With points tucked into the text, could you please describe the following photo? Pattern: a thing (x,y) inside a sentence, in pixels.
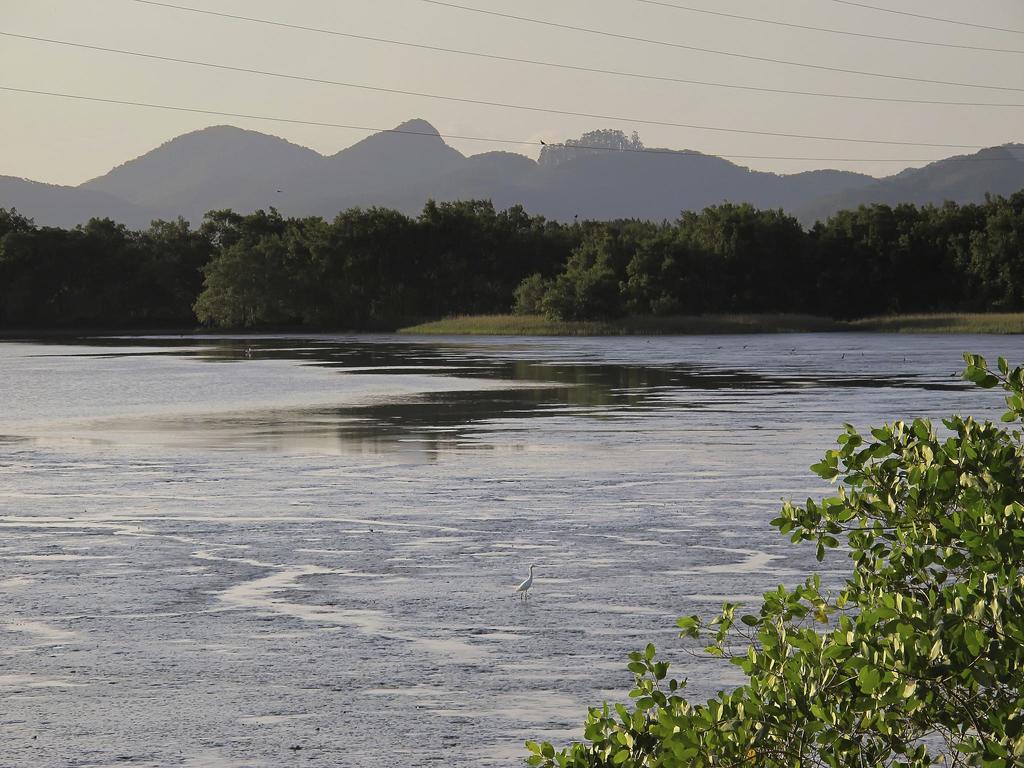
In this image we can see the bird (533,570), water (552,564), plants (915,574), trees (239,235), hills (213,185) and the sky (964,29) in the background (509,41).
